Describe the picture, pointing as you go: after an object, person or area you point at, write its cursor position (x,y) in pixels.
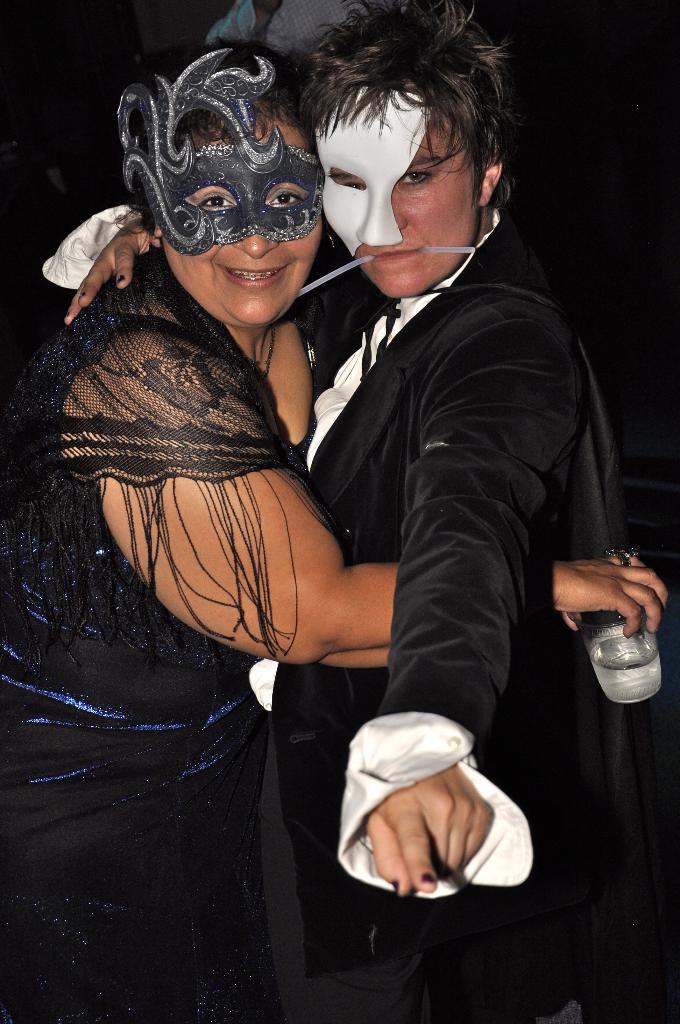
In the image there is a lady (222,260) with a mask (252,219) on her face (241,241) is standing and she is holding a glass (616,643) in her hand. In front of her there is a person (514,558) with a mask (399,135) on the face (393,259). And there is a black background.
